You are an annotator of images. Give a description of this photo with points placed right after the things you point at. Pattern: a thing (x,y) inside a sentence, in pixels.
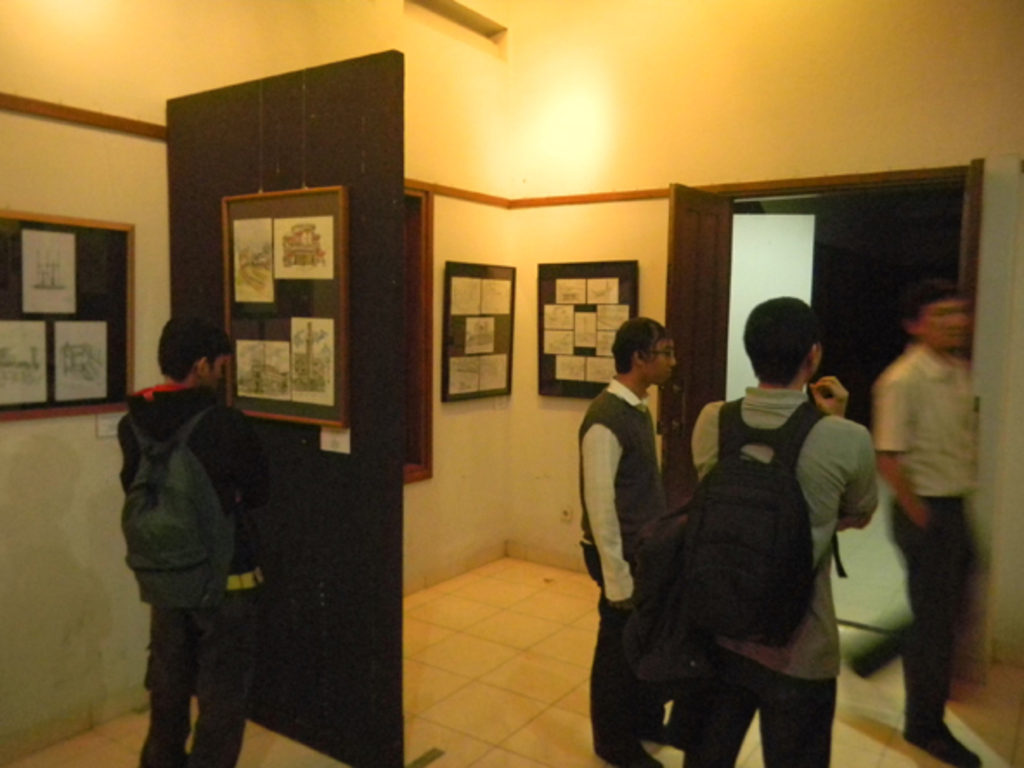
In the picture we can see inside the house (517,747) with four people (218,752), two men (740,736) are wearing the bags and one man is looking to the board (390,102) with some pictures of it and to the wall (893,72) also we can see some boards (114,351) with some pictures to it and beside it we can see the door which is opened.
